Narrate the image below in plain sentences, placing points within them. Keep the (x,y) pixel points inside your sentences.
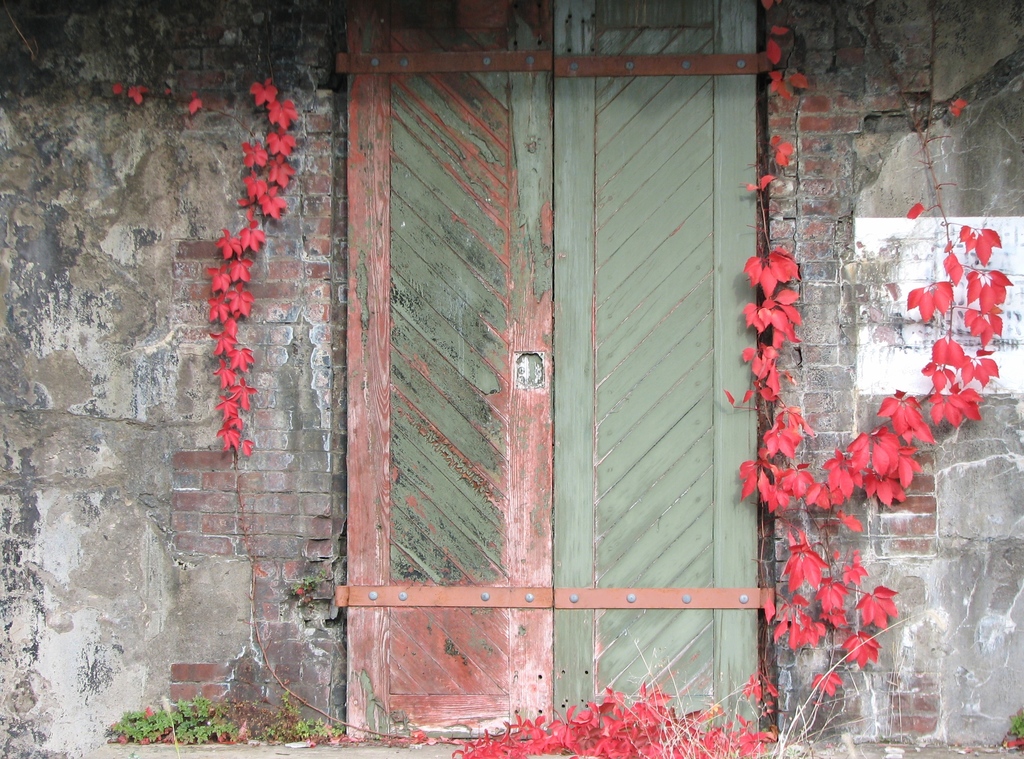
In this image we can see a house (889,316). There is a door (540,328) in the image. There are few plants (626,747) in the image.
